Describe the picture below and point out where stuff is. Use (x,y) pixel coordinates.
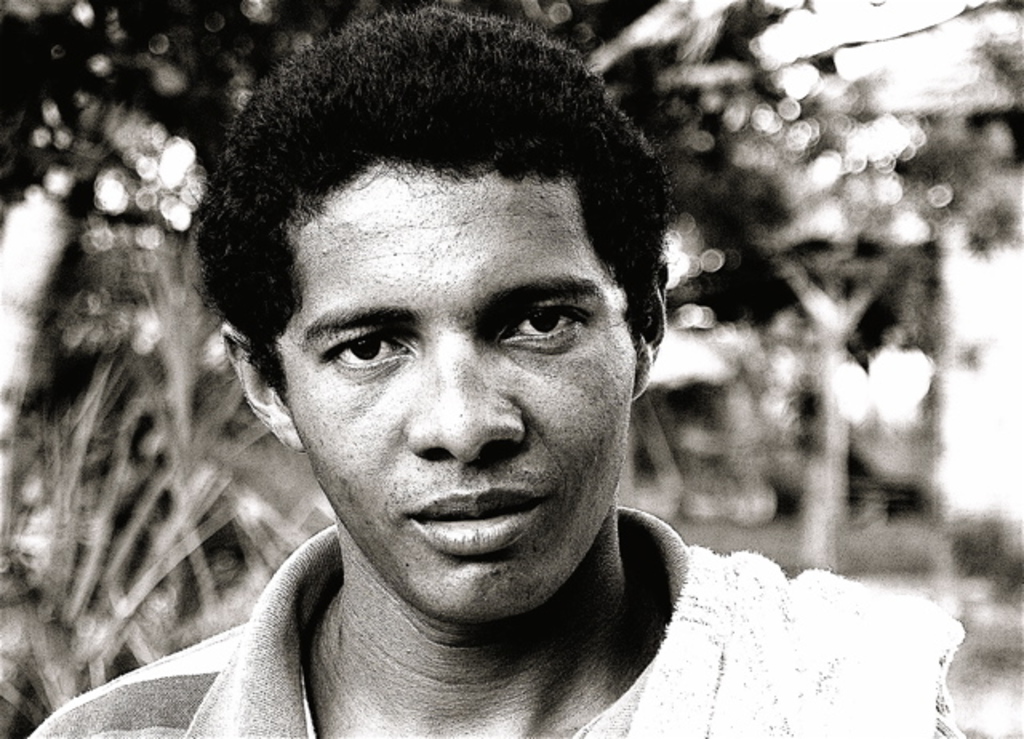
In this image I see this is a black and white image and I see a man (466,375) over here and I see that it is totally blurred in the background (706,250).
